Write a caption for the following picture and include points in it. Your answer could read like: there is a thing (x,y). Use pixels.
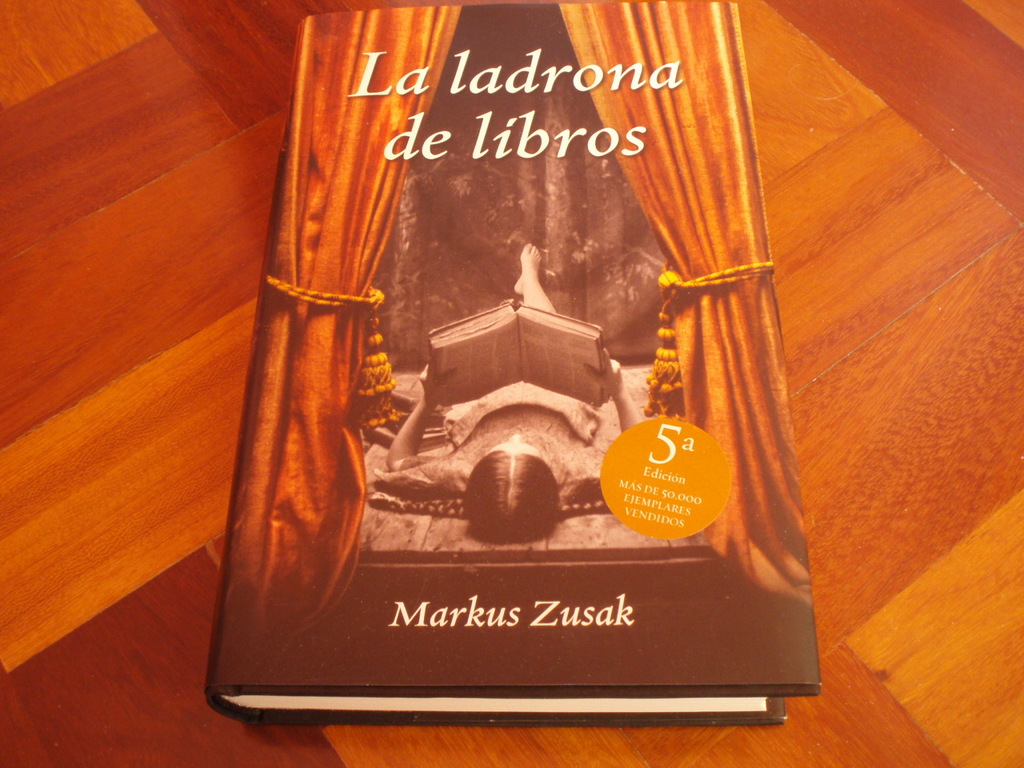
Here in this picture we can see a book (484,118) present on table (177,731) and at the top of it we can see a woman (487,404) reading a book (487,321) and we can see curtains (346,203) present.
